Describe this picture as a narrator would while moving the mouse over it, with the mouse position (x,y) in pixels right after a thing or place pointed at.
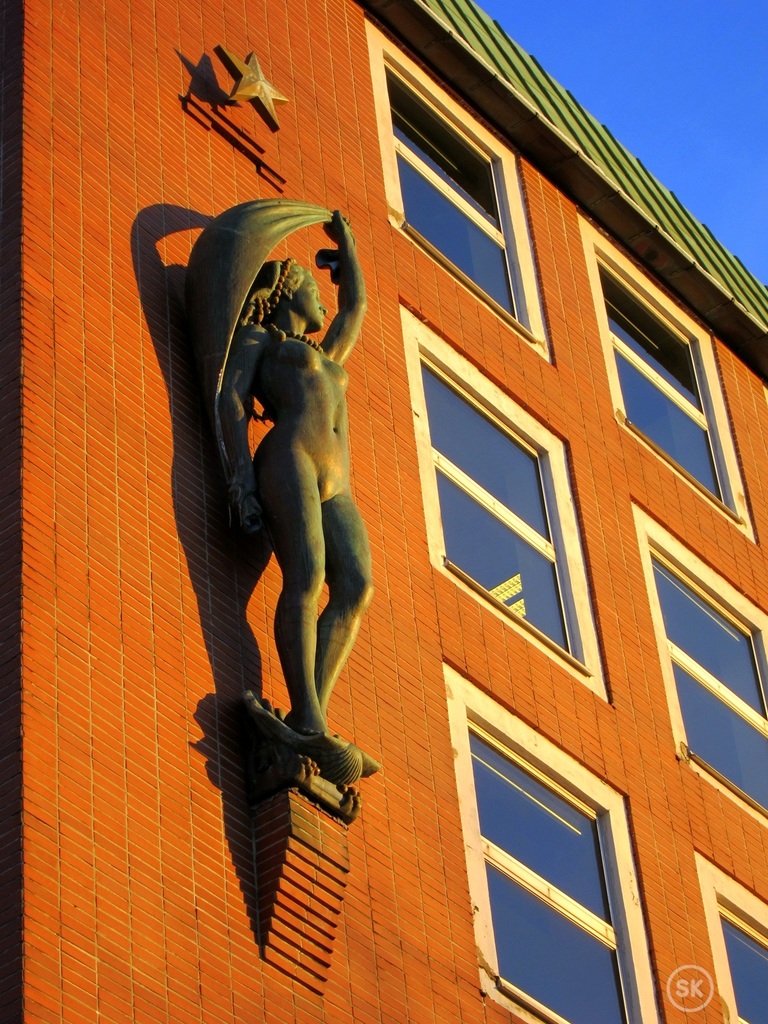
On the left side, there is a star (266,110) and a statue (220,437) on an orange color wall (432,679) of a building (703,256) which is having a roof (703,256) and glass windows (578,846). In the background (680,171), there is blue sky (655,118).
